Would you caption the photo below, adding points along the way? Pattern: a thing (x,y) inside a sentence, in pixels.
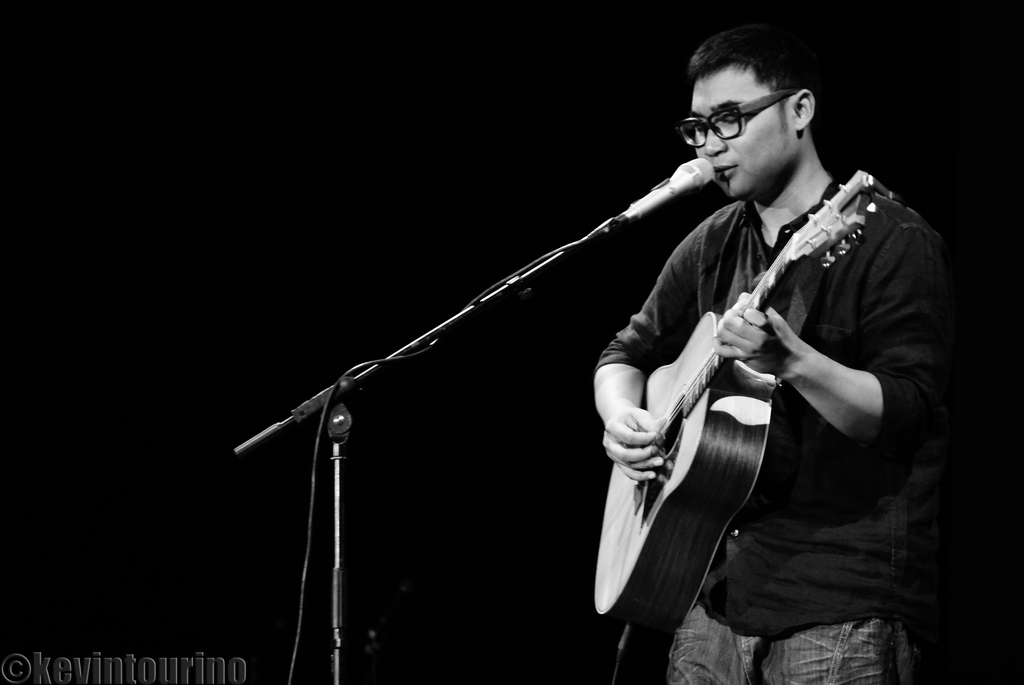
In this image a person (608,459) is standing and holding a guitar (619,490) and he is playing guitar (630,552). There is a mike stand (689,176) before this person (782,216). There is a watermark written at the left bottom corner (15,658) as kevintourino.
